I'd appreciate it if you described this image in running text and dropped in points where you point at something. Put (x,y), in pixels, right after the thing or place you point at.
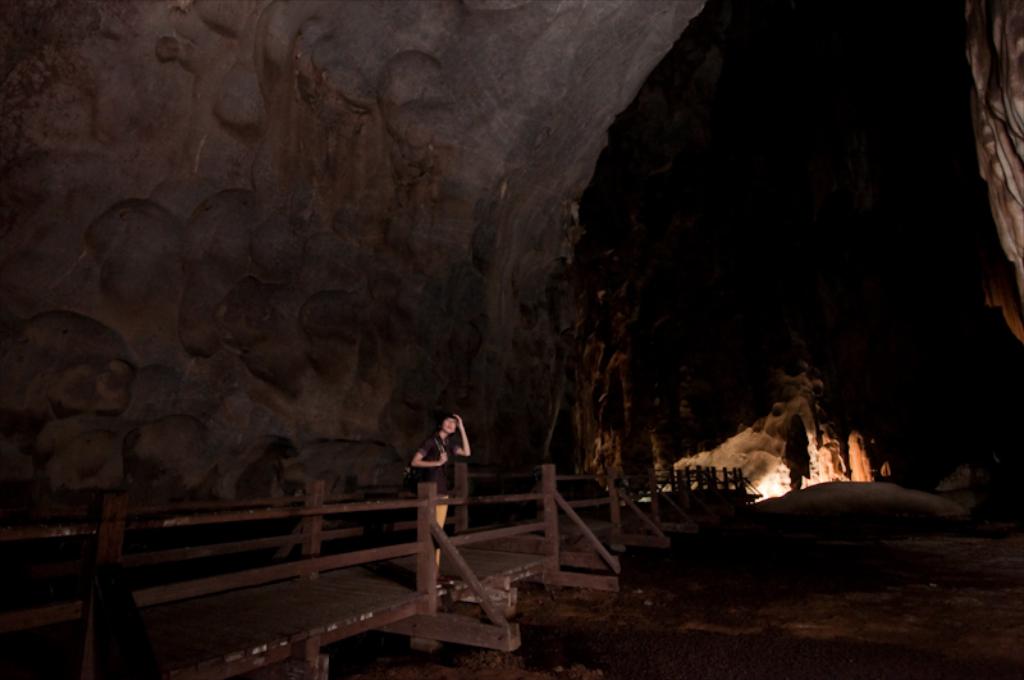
In the picture I can see a person (434,476) is standing. In the background (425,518) I can see fence (452,557), lights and some other objects (835,460) on the ground (721,571). This image is little bit dark.
